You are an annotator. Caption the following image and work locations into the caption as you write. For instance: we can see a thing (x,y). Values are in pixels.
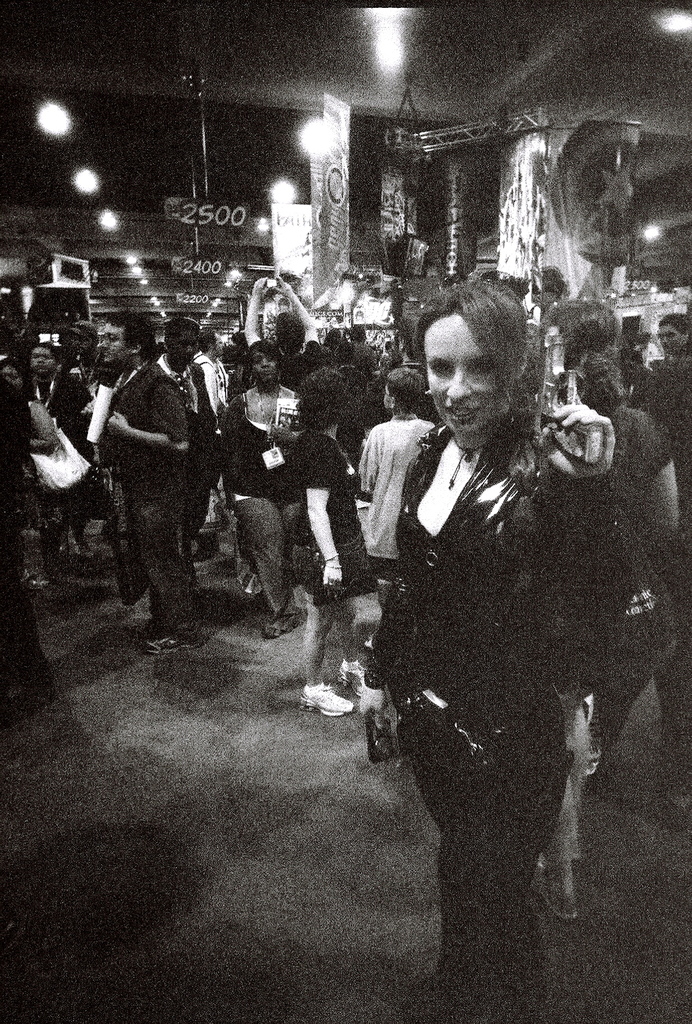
This is a black and white image. In this image we can see people (375,433) standing on the floor (261,796), electric lights (288,193), grills (481,136) and name boards (289,258).
